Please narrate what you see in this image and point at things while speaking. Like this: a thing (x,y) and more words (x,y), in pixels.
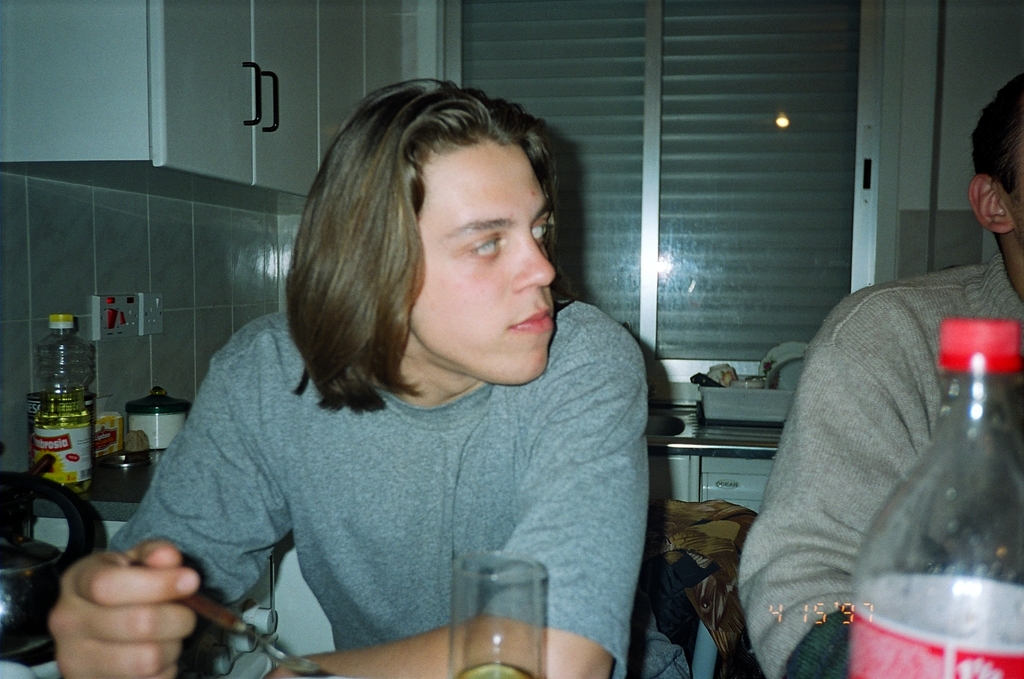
In this image I can see a person (309,435). On the countertop (117,505) there is a bottle (56,429) and some vessels (31,569).
